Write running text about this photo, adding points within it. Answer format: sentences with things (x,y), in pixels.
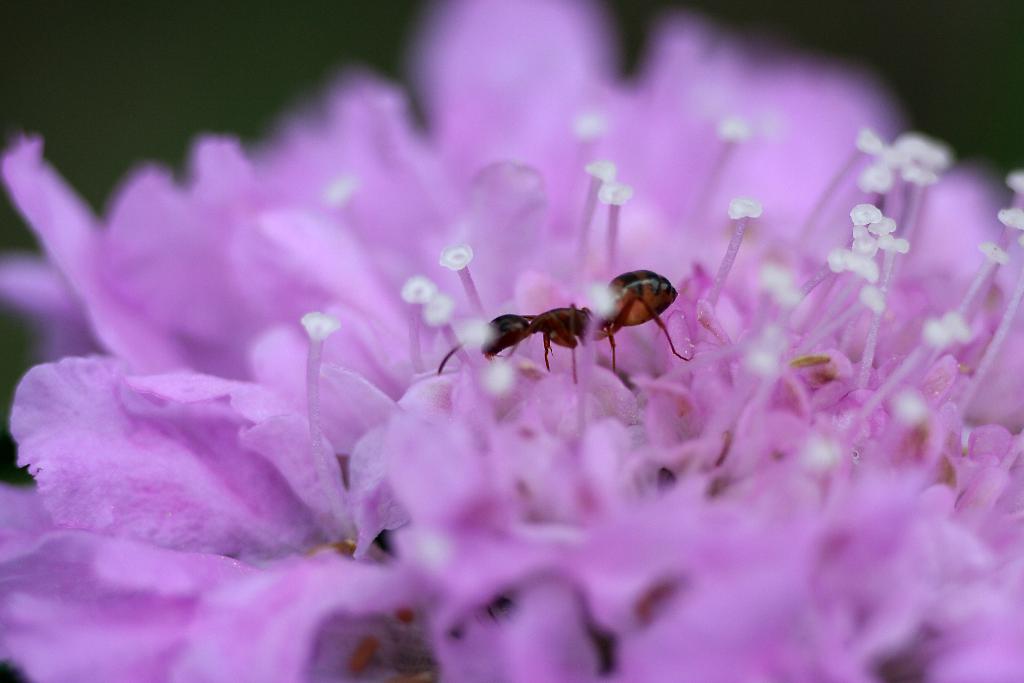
In this picture we can see an insect (586,325) on the purple color flower (655,335).
